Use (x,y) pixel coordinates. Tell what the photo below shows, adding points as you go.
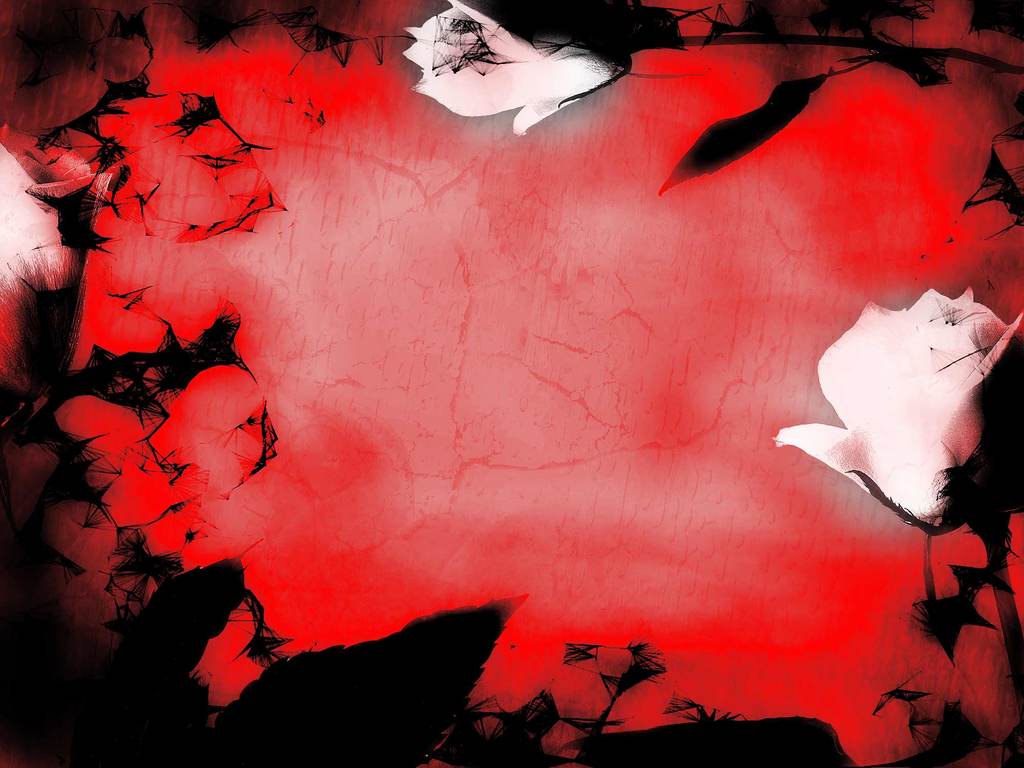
In this image, we can see flowers (909,381) on the red background (532,247).
